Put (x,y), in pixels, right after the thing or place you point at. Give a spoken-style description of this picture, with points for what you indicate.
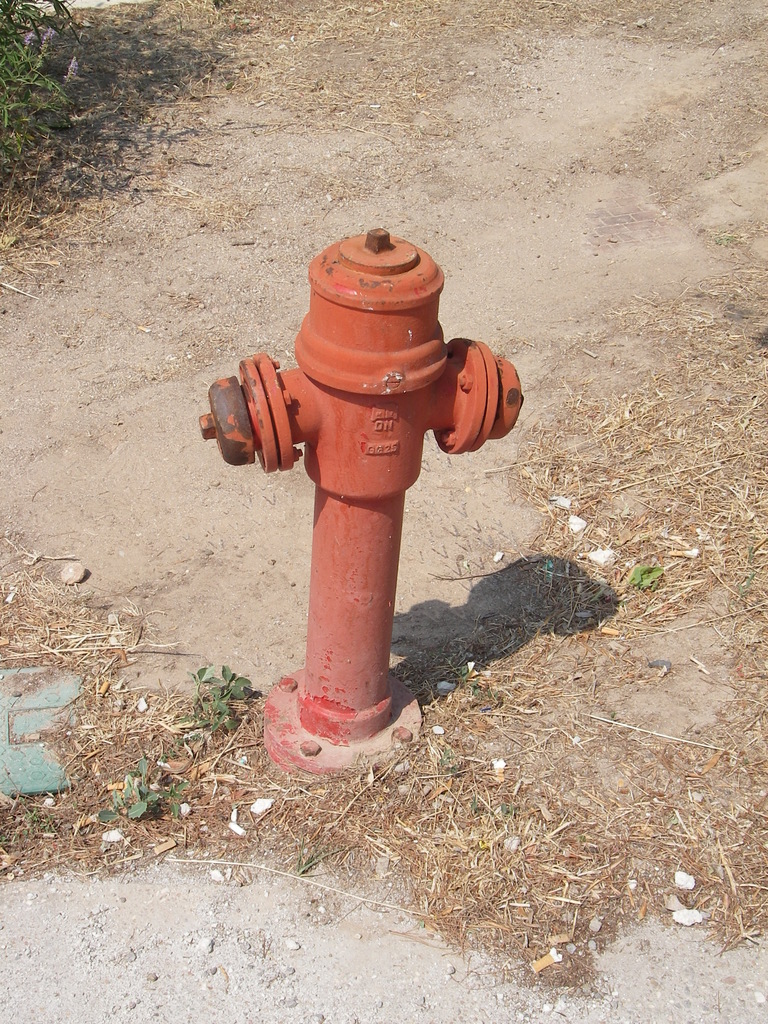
In this image we can see a fire hydrant (336,446), There is an object (39,745) at the left side of the object (337,483). There are few plants (227,670) in the image.
